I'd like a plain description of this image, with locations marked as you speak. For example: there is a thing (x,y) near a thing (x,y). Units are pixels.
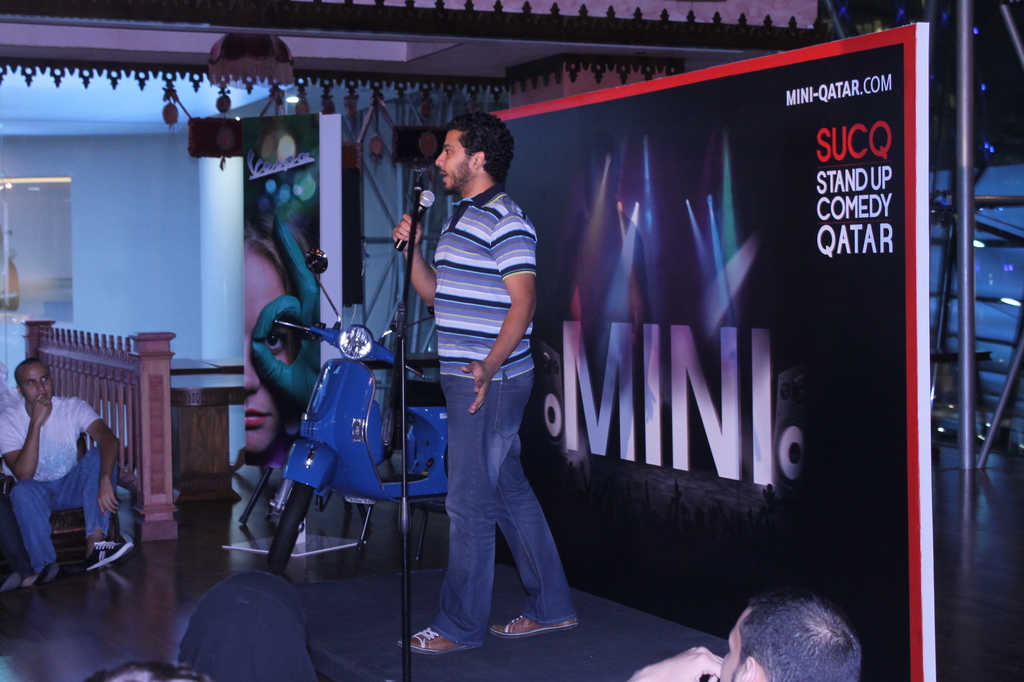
In this picture we can see the banners (283,455), scooter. We can see a man (507,356) standing on the platform (558,648) and he is holding a microphone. We can see the stand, poles (958,214), railing (93,390), wooden objects (220,415) and the floor (93,673). In this picture we can see the people (214,630) and a man (30,387) is sitting.
